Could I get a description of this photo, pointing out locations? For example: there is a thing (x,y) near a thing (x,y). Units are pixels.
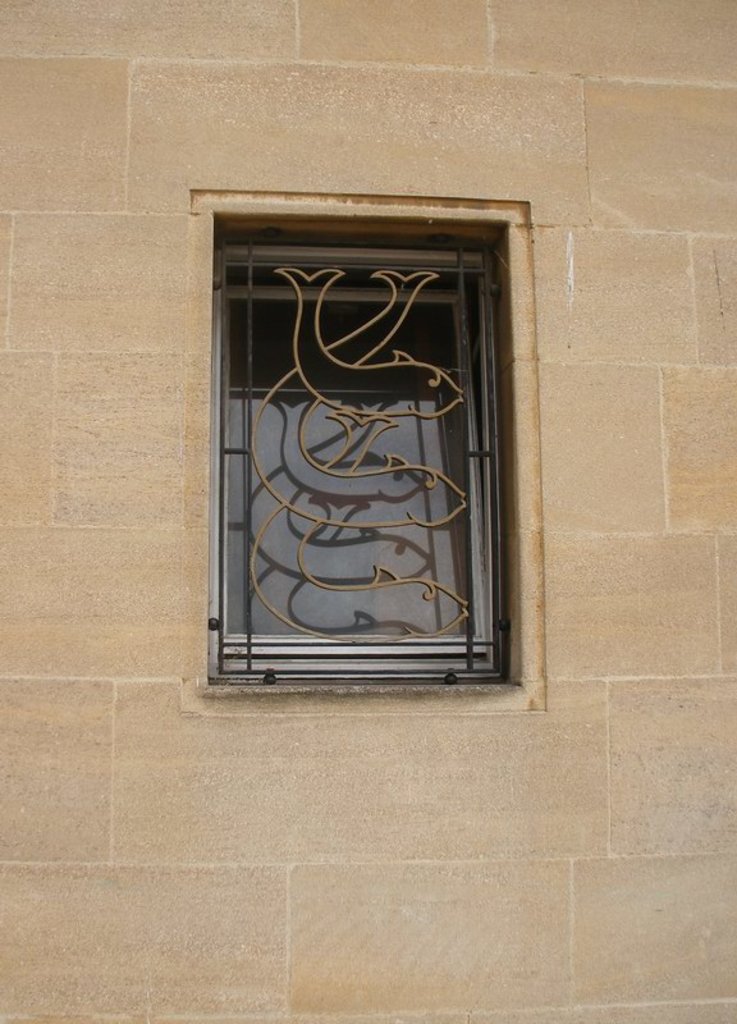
There is a wall (99,81) and in between the wall (179,167) in the center (340,624) there is a window (408,638) and the wall (12,312) is of cream color.
